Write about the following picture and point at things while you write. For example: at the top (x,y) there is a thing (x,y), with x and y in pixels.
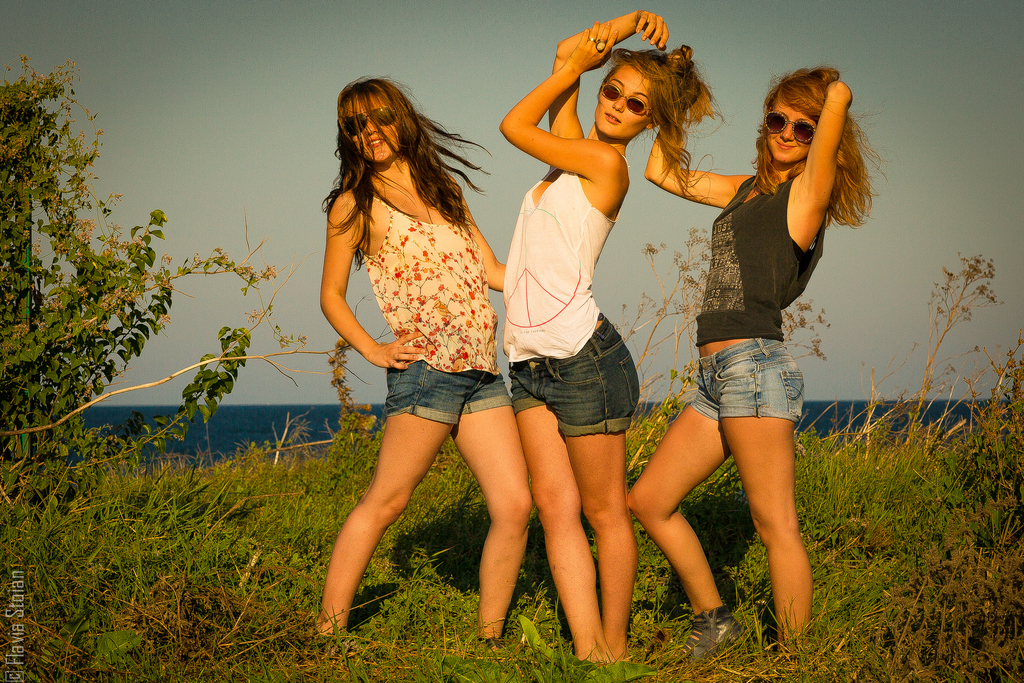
In the image we can see three women (552,334) standing, wearing clothes (546,329), goggles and they are smiling. Here we can see the grass (146,532), plant (46,392), water (252,419) and the sky (187,132). On the bottom left (12,605), we can see the watermark (20,622).
